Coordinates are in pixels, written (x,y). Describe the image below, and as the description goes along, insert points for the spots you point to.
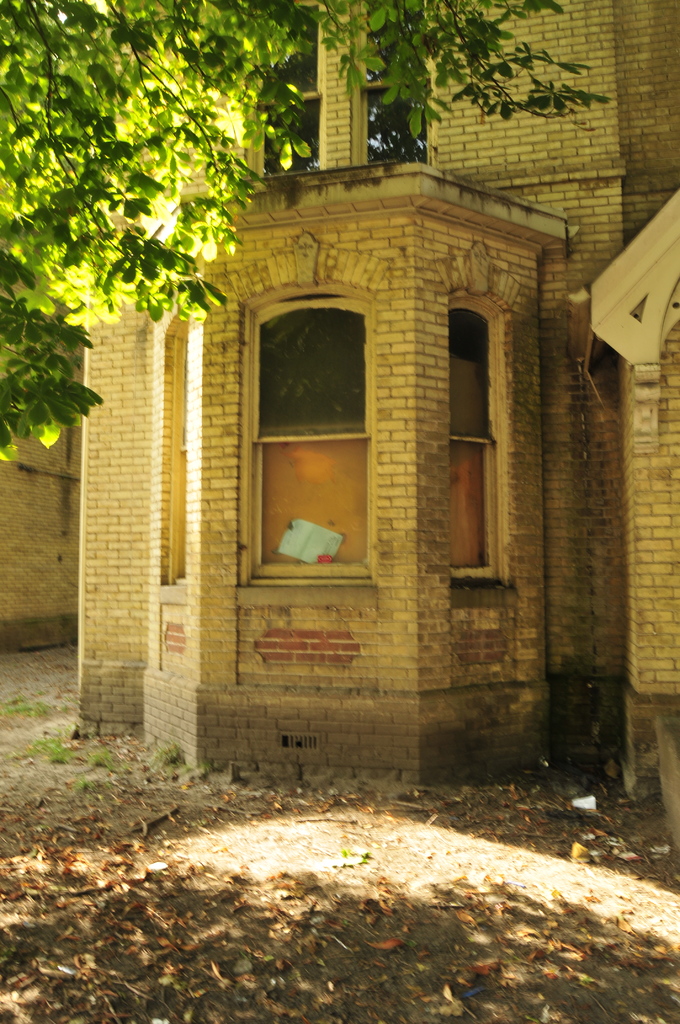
In this image we can see building (396,305), trees (236,125) and shredded leaves (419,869) on the ground (410,877).
